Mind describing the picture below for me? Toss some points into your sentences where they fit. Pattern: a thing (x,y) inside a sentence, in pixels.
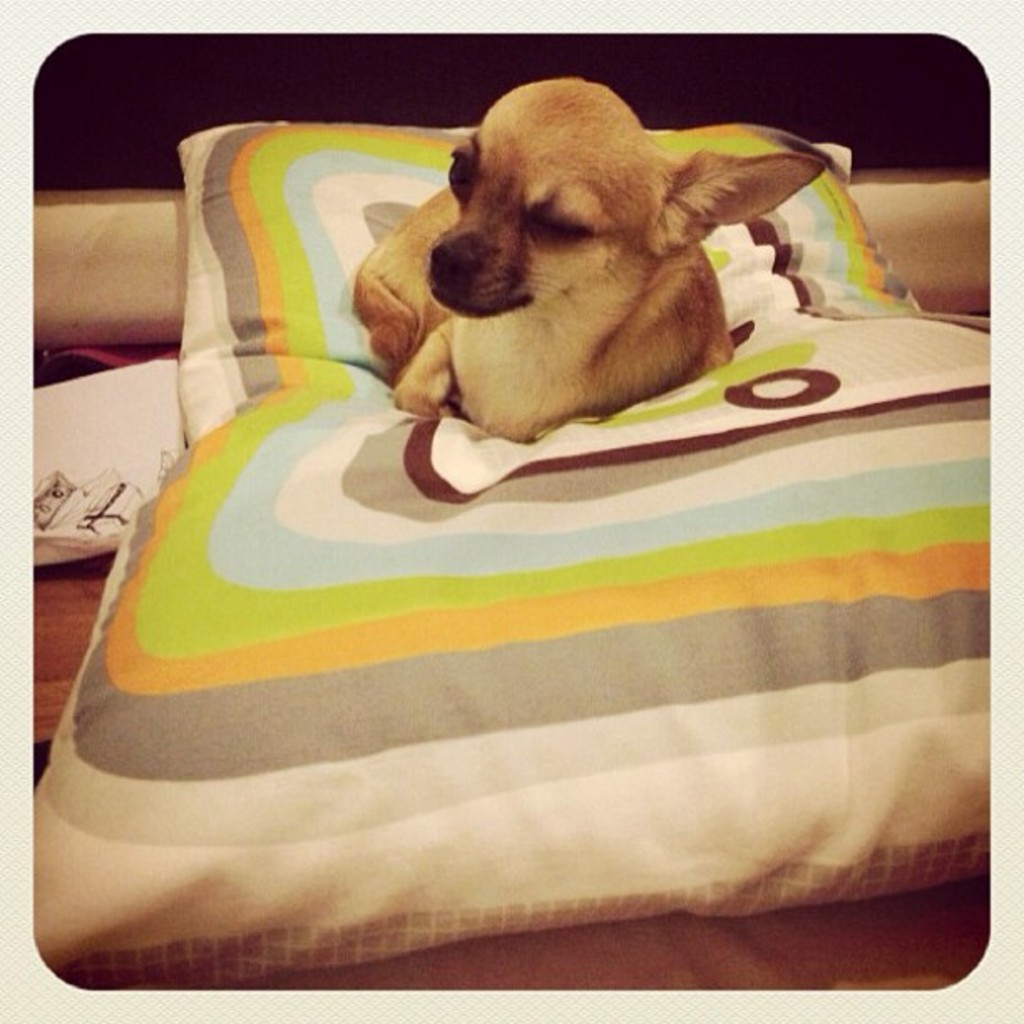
As we can see in the image there is a dog (418,225) sitting on pillow (603,667).
